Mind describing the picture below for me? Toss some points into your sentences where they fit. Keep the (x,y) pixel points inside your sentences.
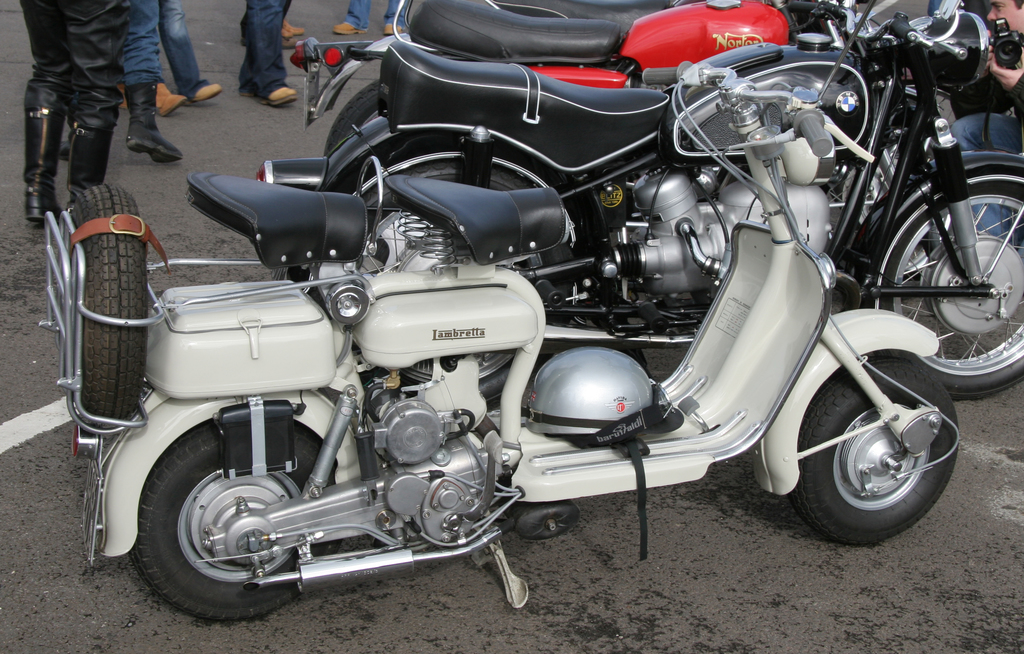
In this image there are bikes (528,312) on the road (42,395). Behind the bikes (306,85) there are few people (76,52) standing on the road (291,110). On the right side of the image (982,83) there is a person (984,222) holding the camera (996,48).
